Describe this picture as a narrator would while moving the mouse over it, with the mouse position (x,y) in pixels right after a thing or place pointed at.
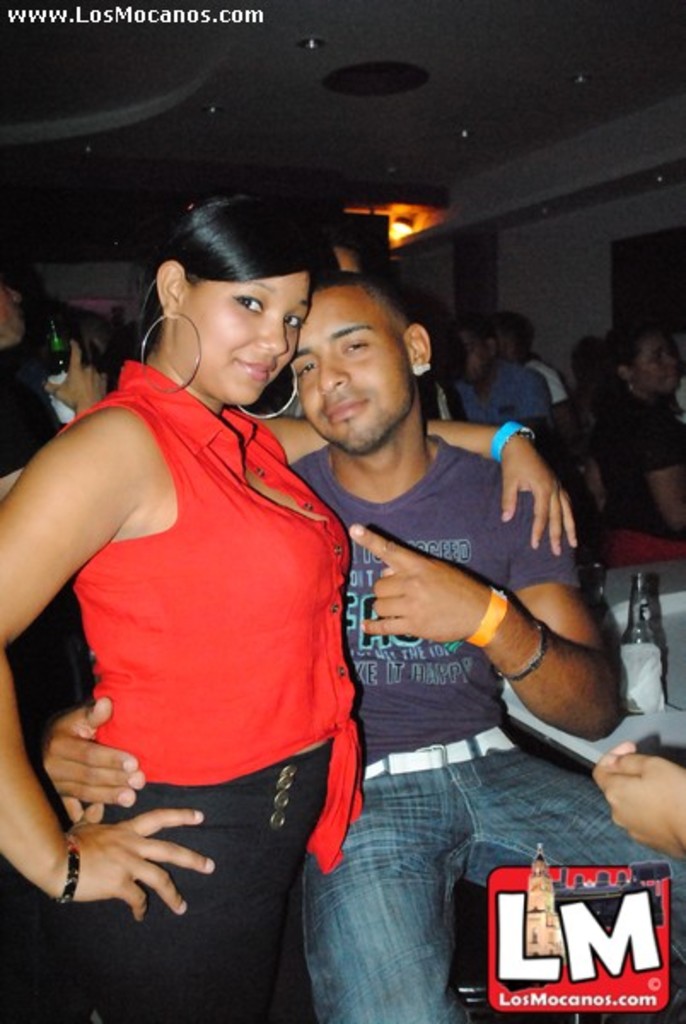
In the foreground of this image (257,742), there is a woman (255,729) standing beside a man (440,759) sitting. In the background (642,452), we can see persons (481,378) and a person (52,392) holding bottle (52,361), a person's hand (631,787) on the right (659,802) and two bottles (635,590) on the white surface (651,719). On the top (526,167), there is the ceiling (455,103) and a light (396,235).
